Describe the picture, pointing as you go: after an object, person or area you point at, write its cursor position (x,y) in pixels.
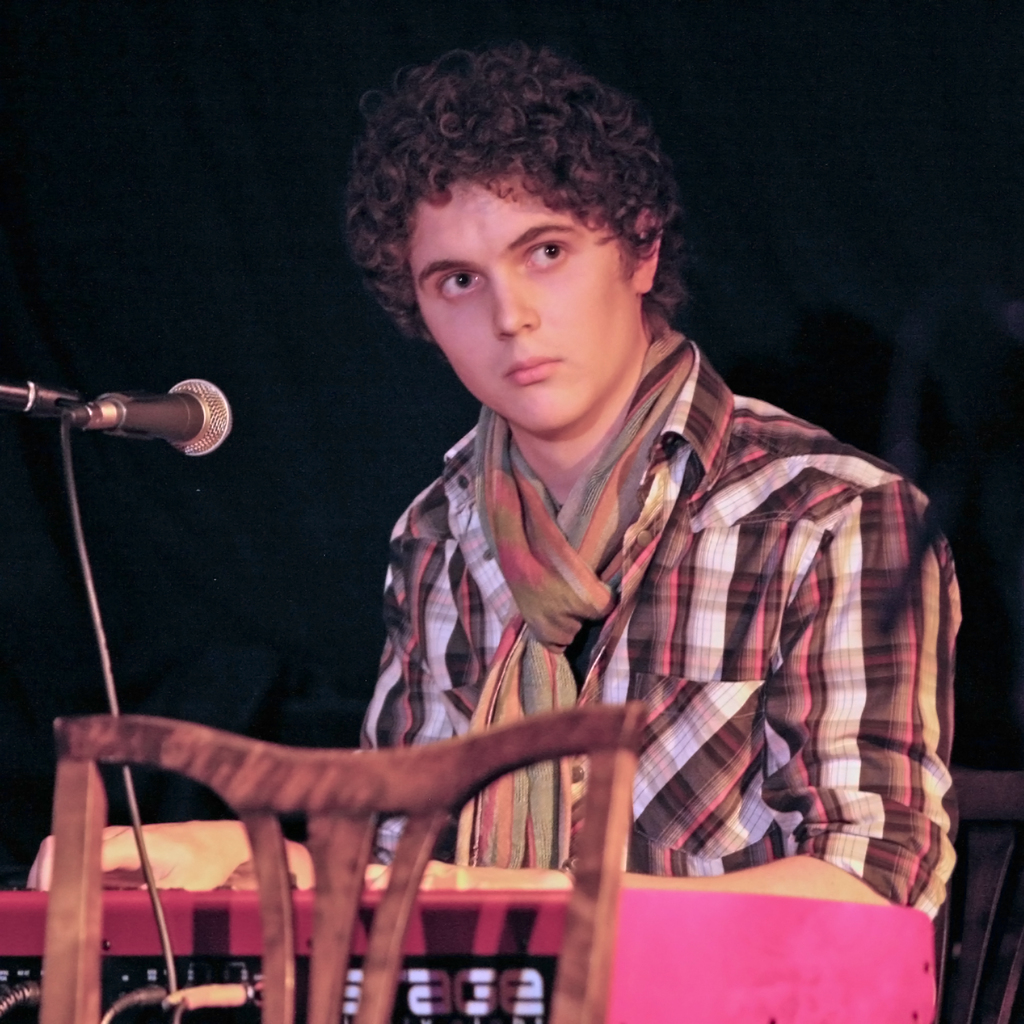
In the center of the image (581,397) a person (765,466) is sitting on a chair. At the bottom of the image (409,877) we can see a musical instrument (486,911), chair (330,912), wires (211,996) are there. On the left side of the image (206,420) a mic (206,436) is there.
